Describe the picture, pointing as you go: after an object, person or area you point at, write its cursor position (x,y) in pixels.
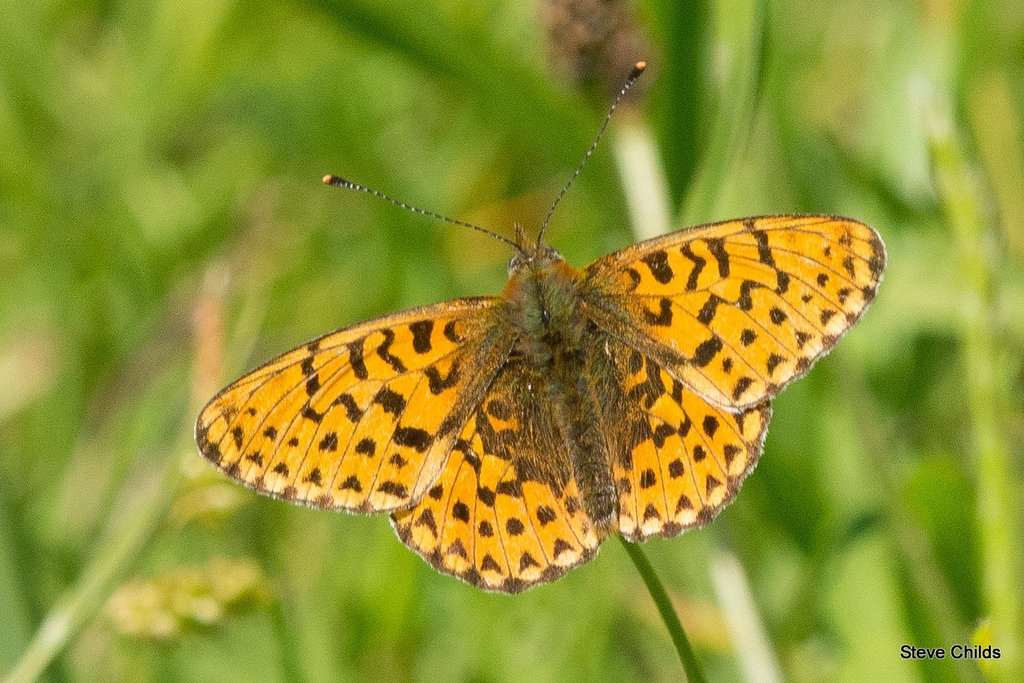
There is a picture of a butterfly (633,354) as we can see in the middle of this image (512,275). There is a text (950,658) at the bottom right corner (929,655).
